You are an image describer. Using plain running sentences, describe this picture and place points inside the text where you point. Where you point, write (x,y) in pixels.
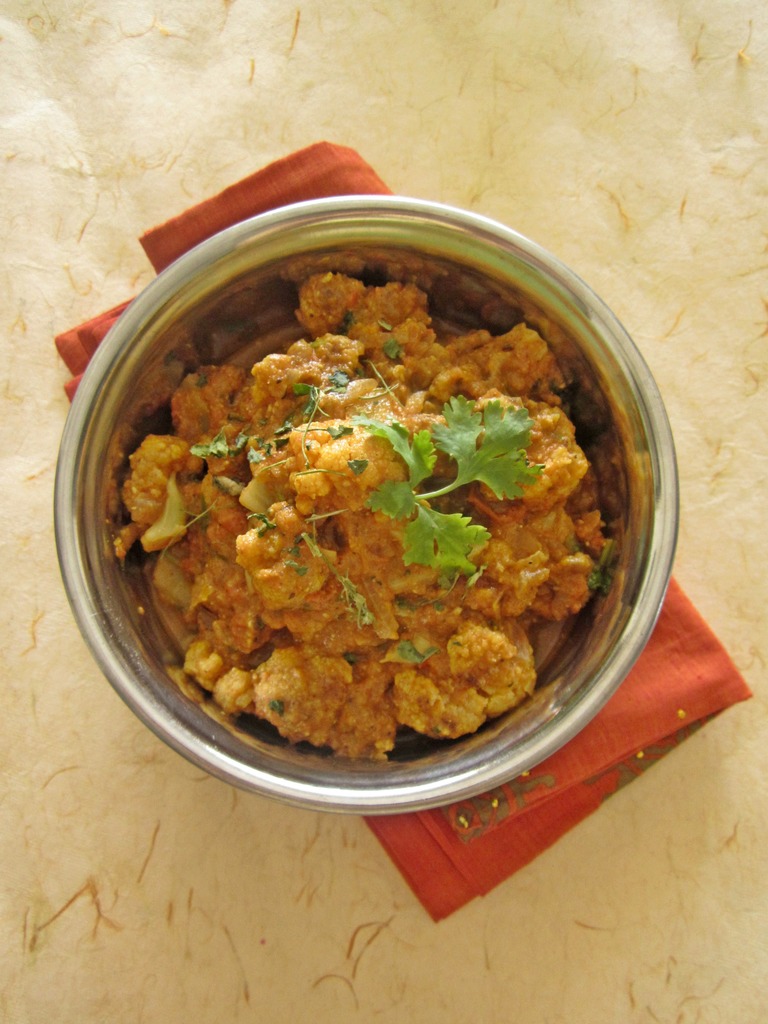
In this image we can see some food item (288,514) which is in a bowl (335,223) which is on red cloth (519,812) and the background of the image (125,988) there is white color cloth (732,376).
